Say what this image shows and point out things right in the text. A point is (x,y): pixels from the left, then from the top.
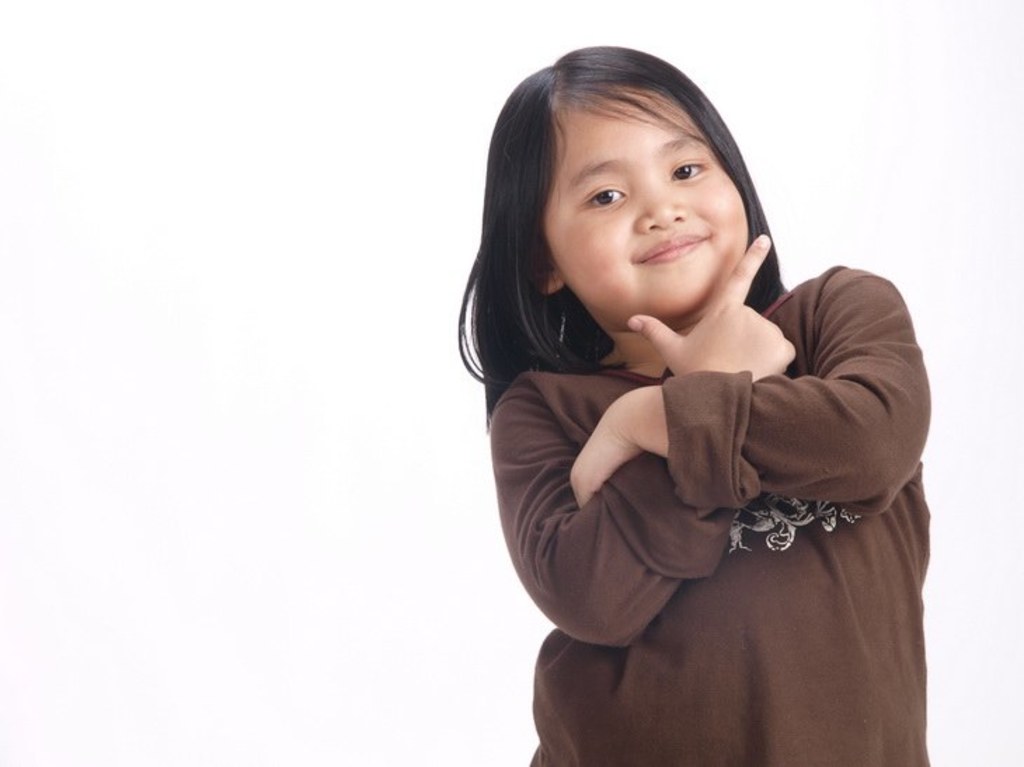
In this image we can see a child (688,632) wearing brown color dress (814,604) is standing here and smiling. The background of the image (103,644) is in white color.
